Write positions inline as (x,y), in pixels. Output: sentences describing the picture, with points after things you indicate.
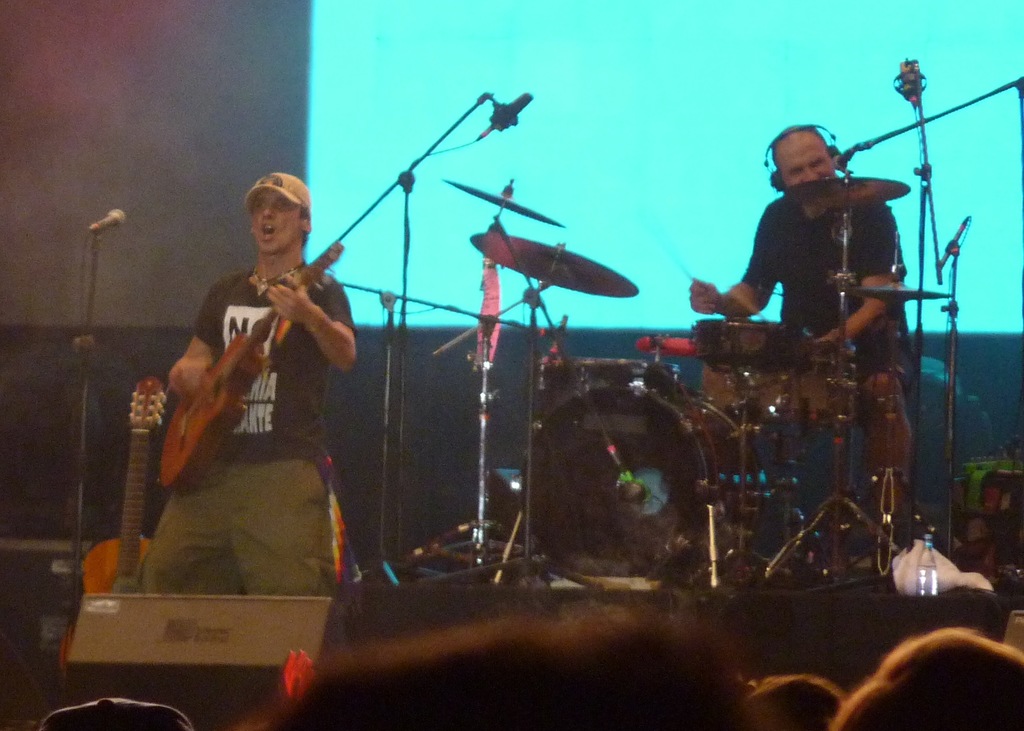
Here on the right (768,286) we can see a person (795,249) playing drums (707,377) and on the left (258,397) we can see a person (277,347) playing guitar (182,414) and there are microphones (500,123) present here and there and there are other musical instruments (673,429) present, behind them we can see a projector screen (343,18).
